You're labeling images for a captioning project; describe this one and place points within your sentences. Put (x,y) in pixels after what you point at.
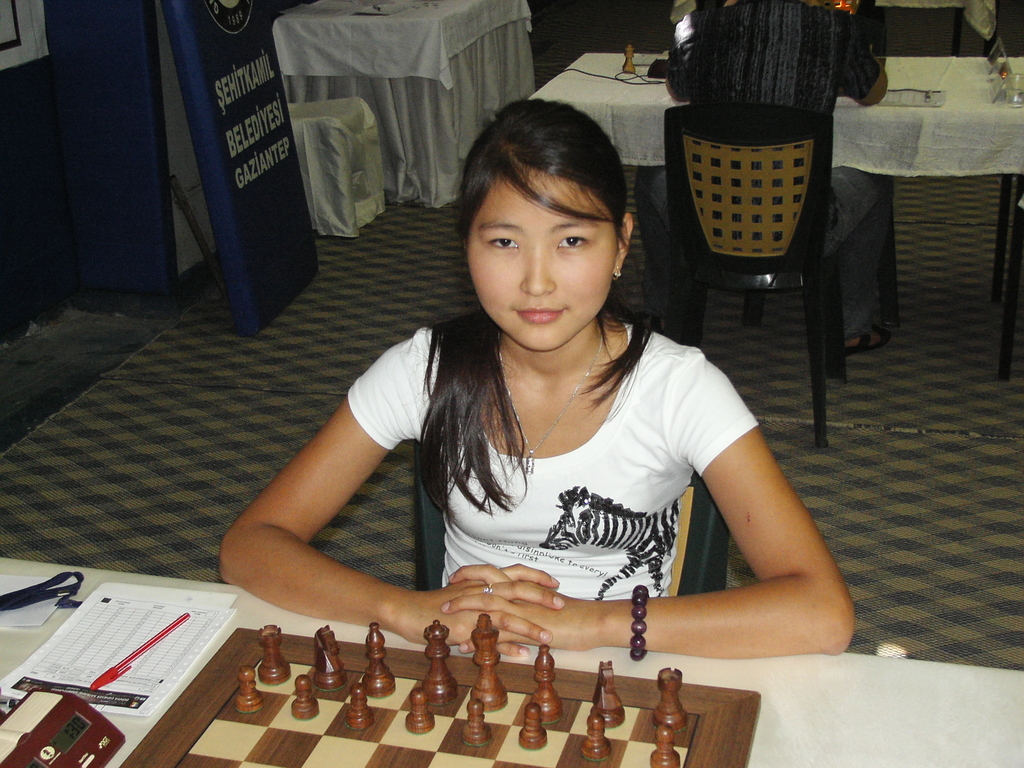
In the middle of the image (581,289) a woman (569,198) is sitting on the chair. In front of her there is a table (139,724), On the table (835,730) there is a chess board (409,662), paper (186,644) and pen (165,634). Top right side of the image (688,115) there is a chair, On the chair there is person (837,73). Top left side of the image (262,199) there is a banner (216,41).
